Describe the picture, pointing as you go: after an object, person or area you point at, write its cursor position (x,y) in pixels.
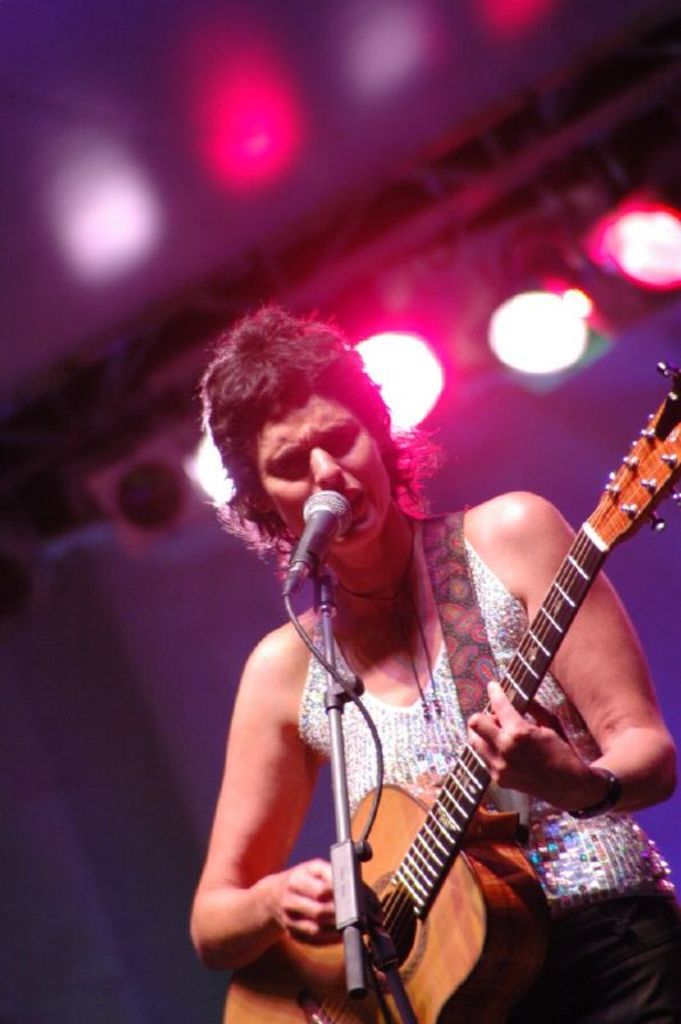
In this image I see a person (272,526) who is holding a guitar (463,1019) and is in front of a mic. In the background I see the lights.
